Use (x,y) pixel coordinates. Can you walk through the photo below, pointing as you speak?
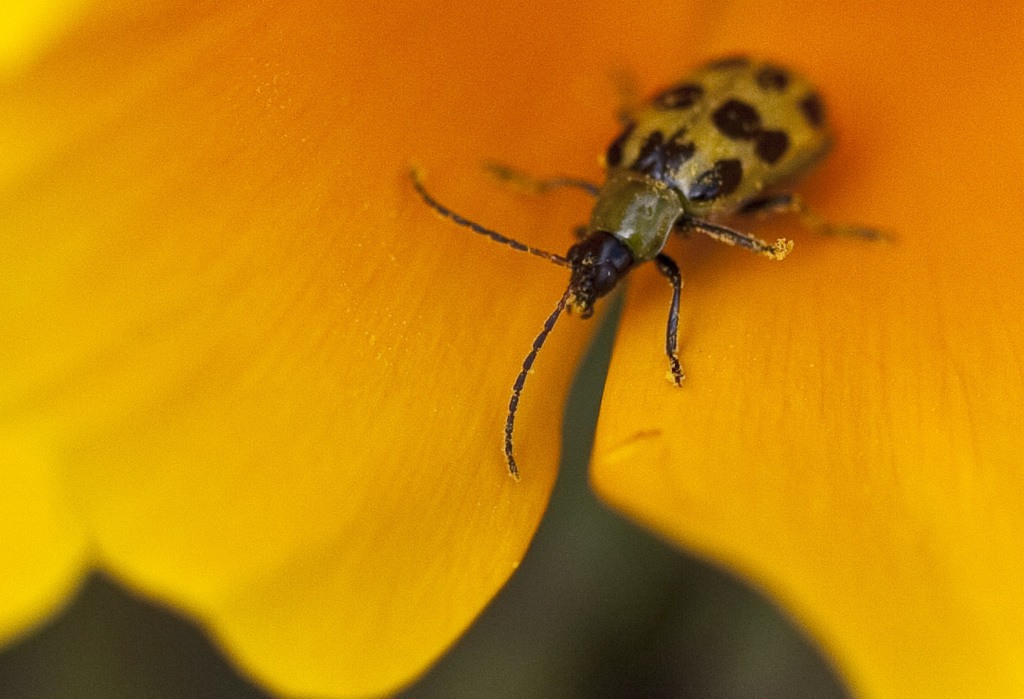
In this image there is an insect (759,111) on the flower (396,435).
